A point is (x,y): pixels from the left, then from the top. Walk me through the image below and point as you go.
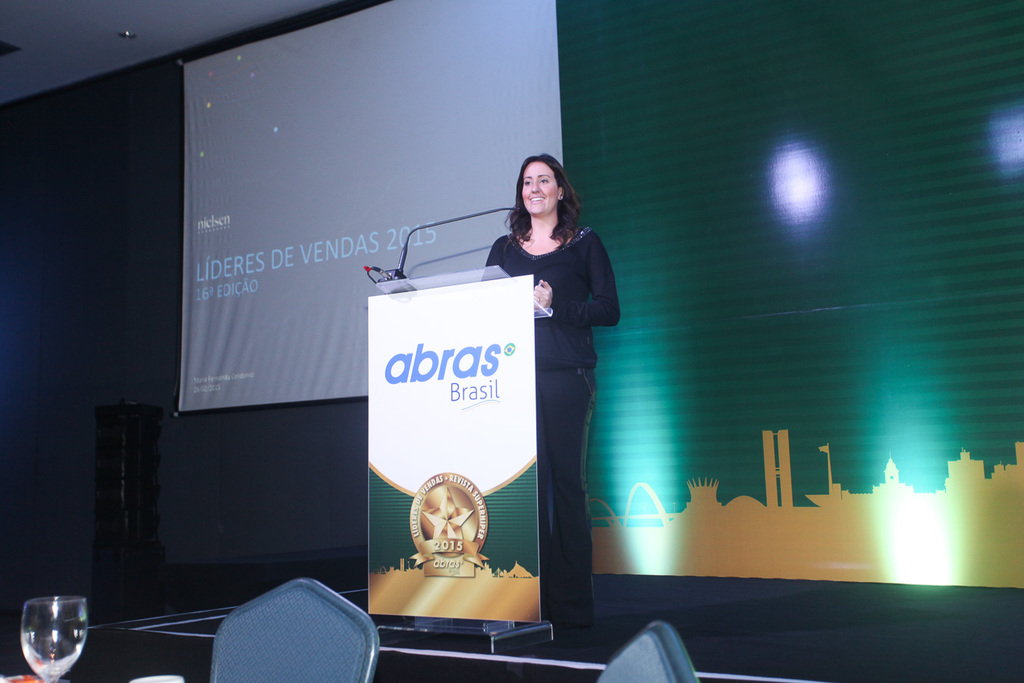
In this picture we can see a woman (571,419), she is standing in front of the podium (393,412), in front of her we can find a microphone (510,209), behind to her we can see a projector screen (311,162), in the left side of the image (41,639) we can find few chairs (322,626) and a glass (51,624).
